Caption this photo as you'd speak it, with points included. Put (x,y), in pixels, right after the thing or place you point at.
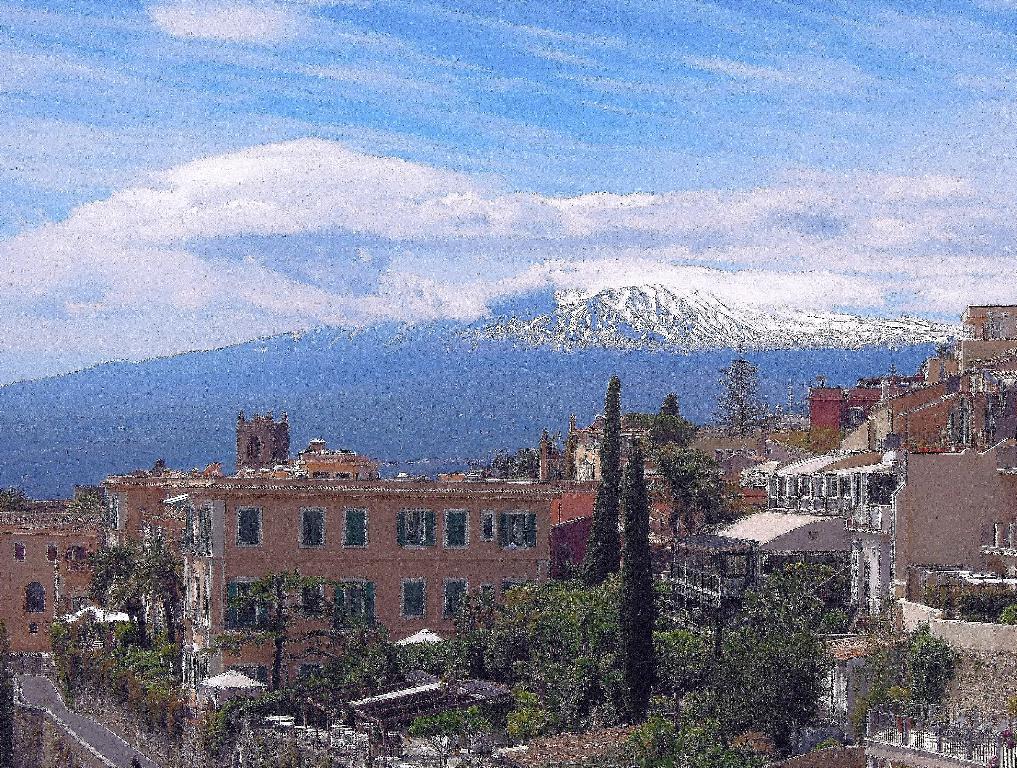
At the bottom of the image (830,651), we can see so many buildings (527,759), trees (823,638), walls (973,646), windows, poles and road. Background (639,346) we can see hill (623,351) and cloudy sky (657,206).
